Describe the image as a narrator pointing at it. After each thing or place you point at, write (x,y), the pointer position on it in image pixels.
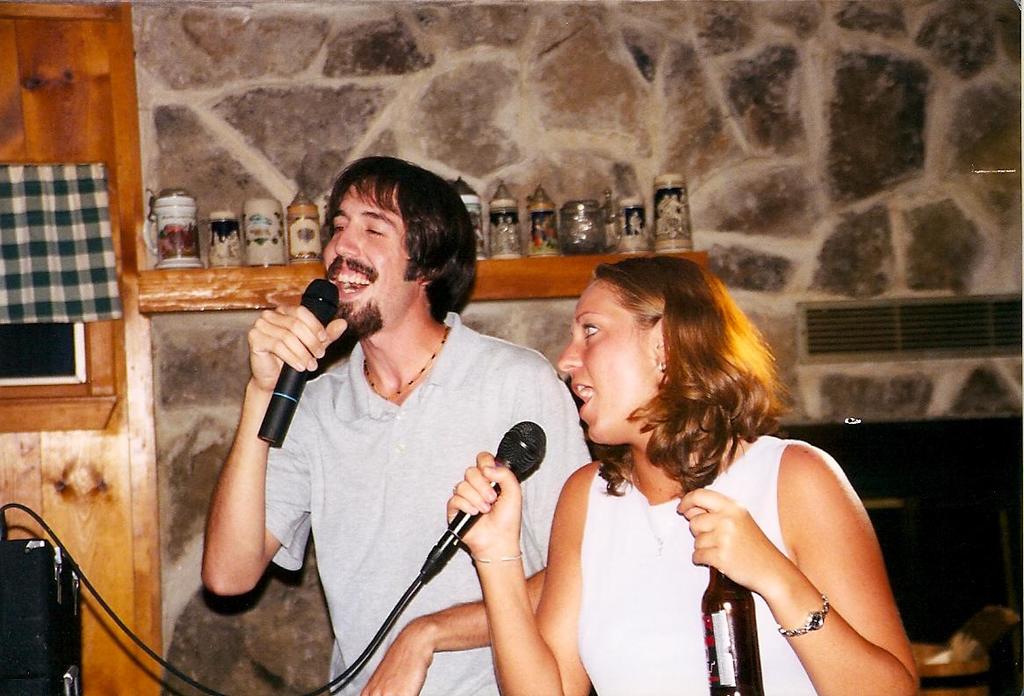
In this image we can see two persons (415,433), they are holding mics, one of them is holding a bottle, there is a speaker (26,583), there is a cloth (59,284), and the door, also we can see the air conditioner grille (926,325), and the wall (783,361).
